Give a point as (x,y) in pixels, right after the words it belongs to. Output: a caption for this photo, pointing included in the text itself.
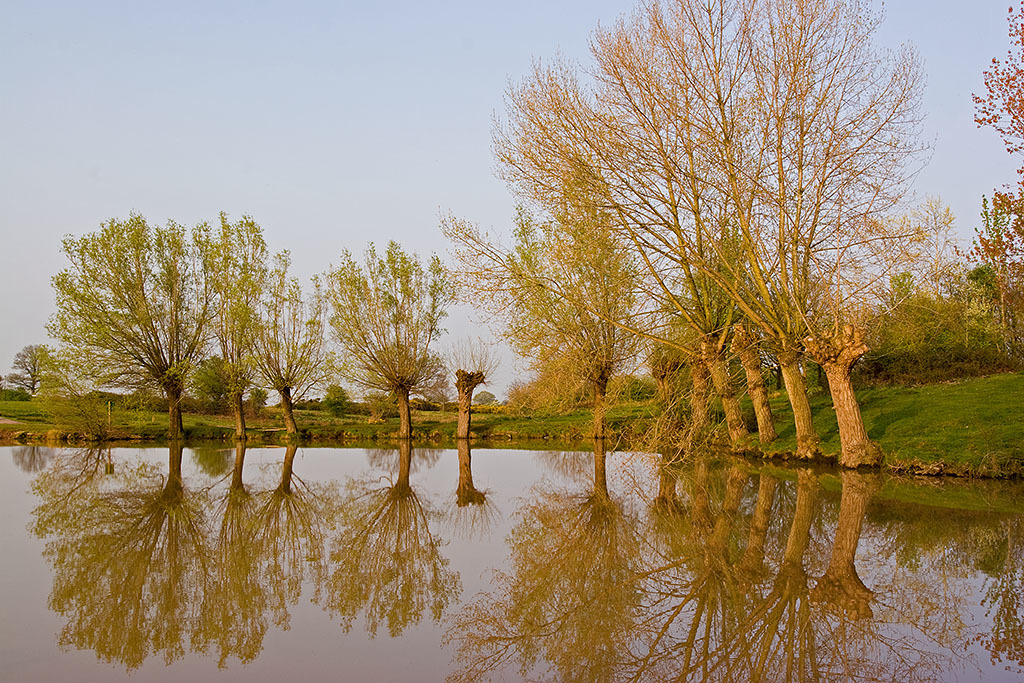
In this image we can see trees (702,352), grass (884,391), plants (54,387). In the background (264,96) there is sky (201,90). At the bottom (603,517) we can see water (805,538).
